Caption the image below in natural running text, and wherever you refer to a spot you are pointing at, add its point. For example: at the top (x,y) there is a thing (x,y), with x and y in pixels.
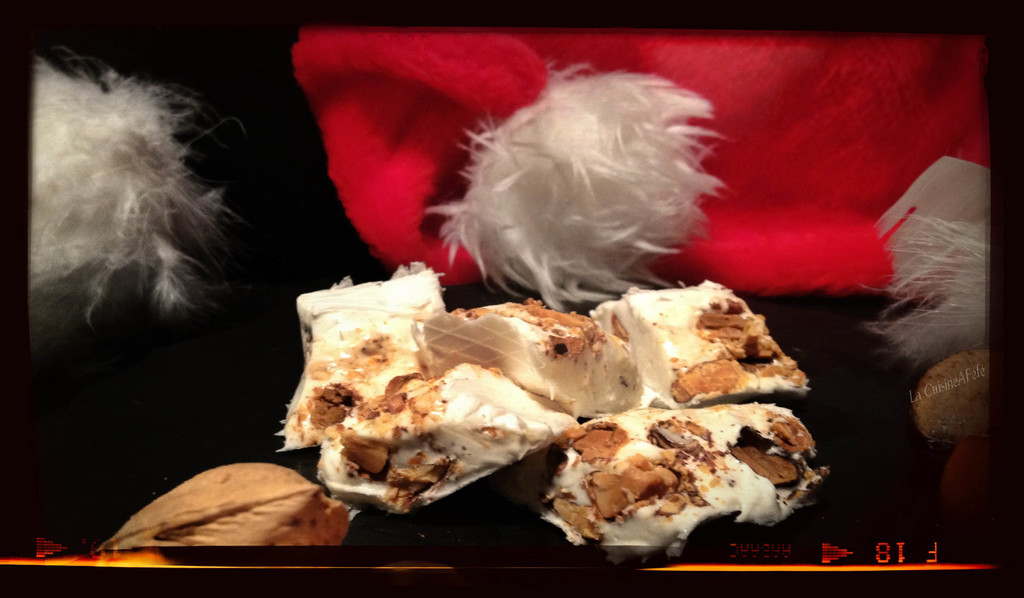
In this image we can see the display screen (499,237) with some desserts (543,443) and also the red color caps (571,108). We can also see the text (841,555).
